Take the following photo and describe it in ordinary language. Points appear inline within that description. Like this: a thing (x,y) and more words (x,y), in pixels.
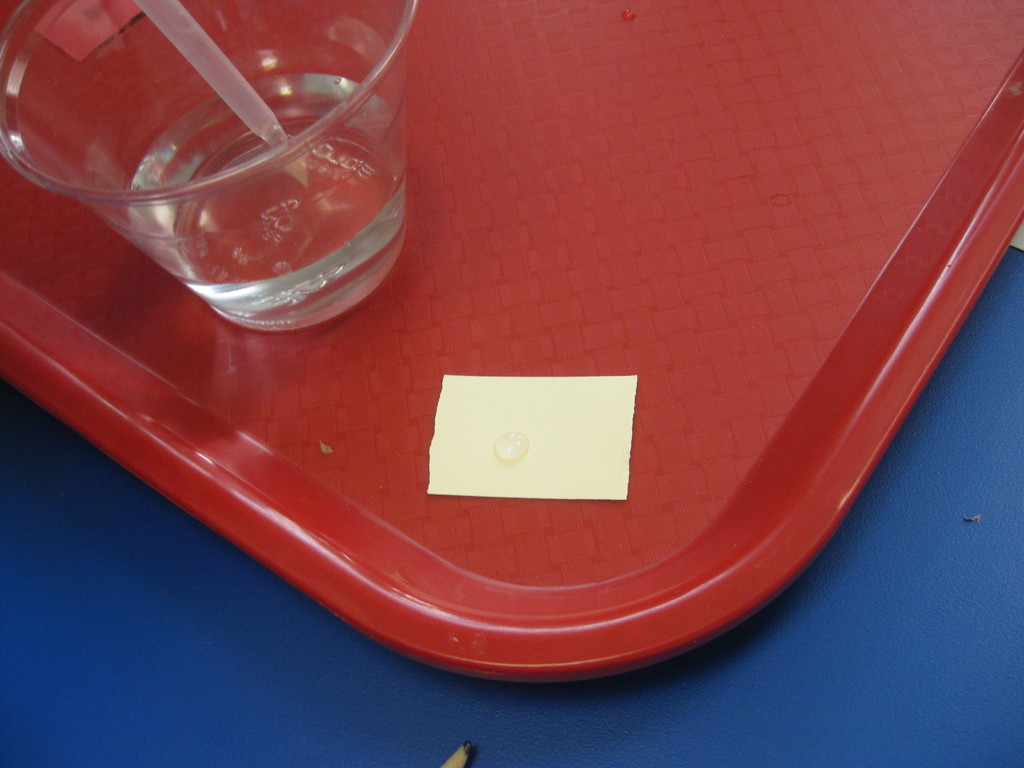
In this picture there is a tray (1,232) in the center of the image (407,381), which contains a piece of paper (483,455) and a glass (323,274) with straw (241,110), it seems to be there is a pencil (445,765) at the bottom side of the image (456,755).
